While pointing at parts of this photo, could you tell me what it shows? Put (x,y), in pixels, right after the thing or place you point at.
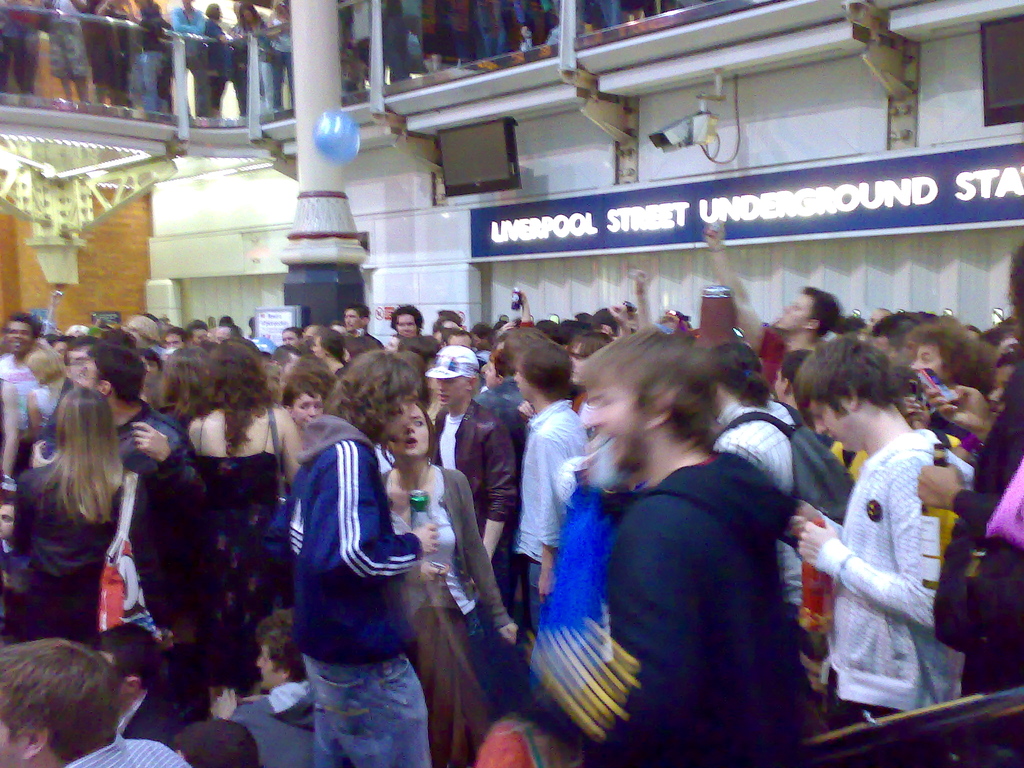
At the top (242,56) we can see the people (415,41) and railing (29,50). In this picture we can see a balloon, boards (487,219), television (467,136), pillar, people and objects (438,194). On the right side of the picture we can see a person (985,513) is holding a mobile (936,372) and a bottle (944,445).
